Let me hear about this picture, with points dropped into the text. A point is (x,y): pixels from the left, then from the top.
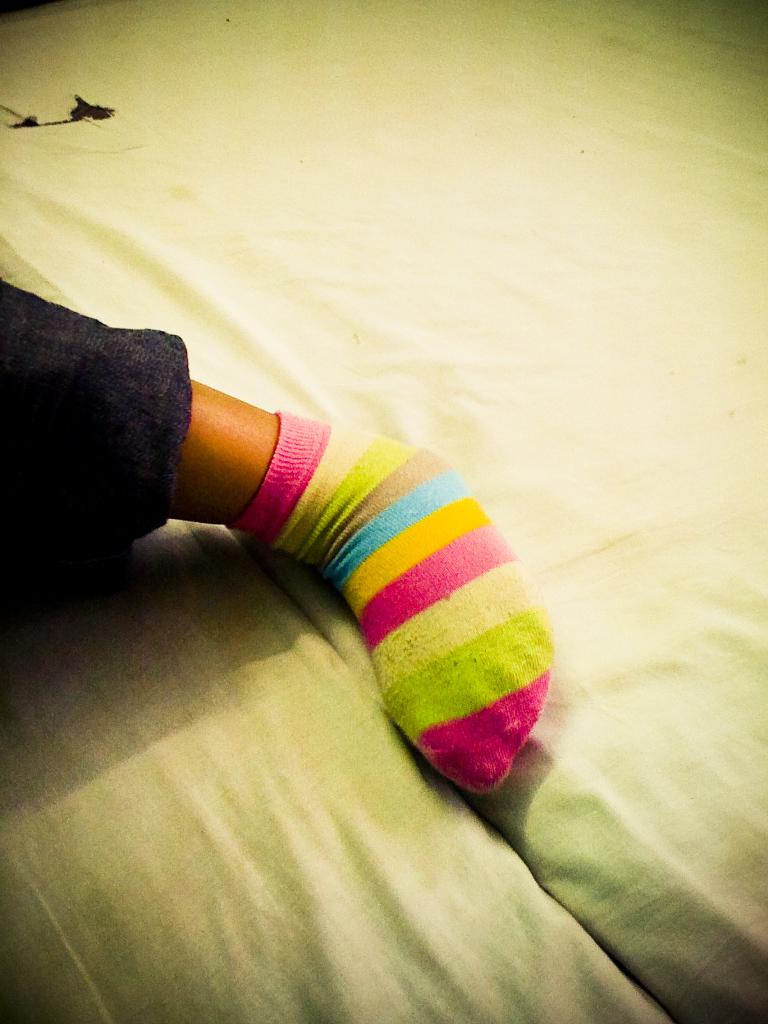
In this image I can see a person leg (399,545) and I can see a socks (394,497) and I can see white color bed sheet (427,266) in the middle (277,403).
